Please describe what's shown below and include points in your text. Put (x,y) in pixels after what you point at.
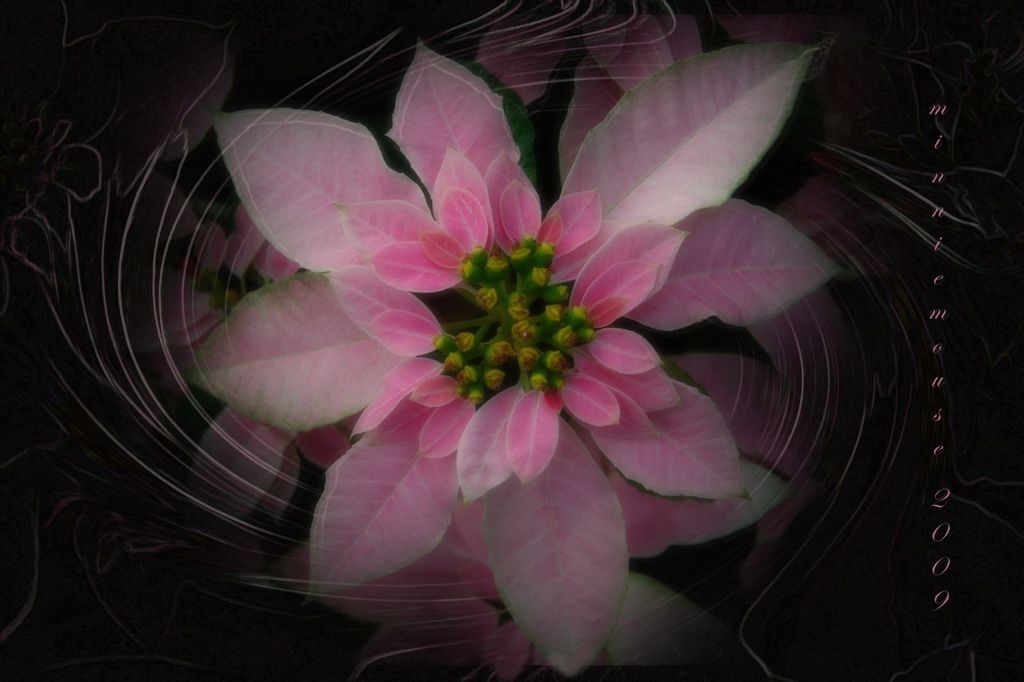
In the picture I can see a plant (457,510) which is pink in color. The background of the image (67,24) is dark. On the right side (930,180) I can see a watermark (946,201) on the image.
